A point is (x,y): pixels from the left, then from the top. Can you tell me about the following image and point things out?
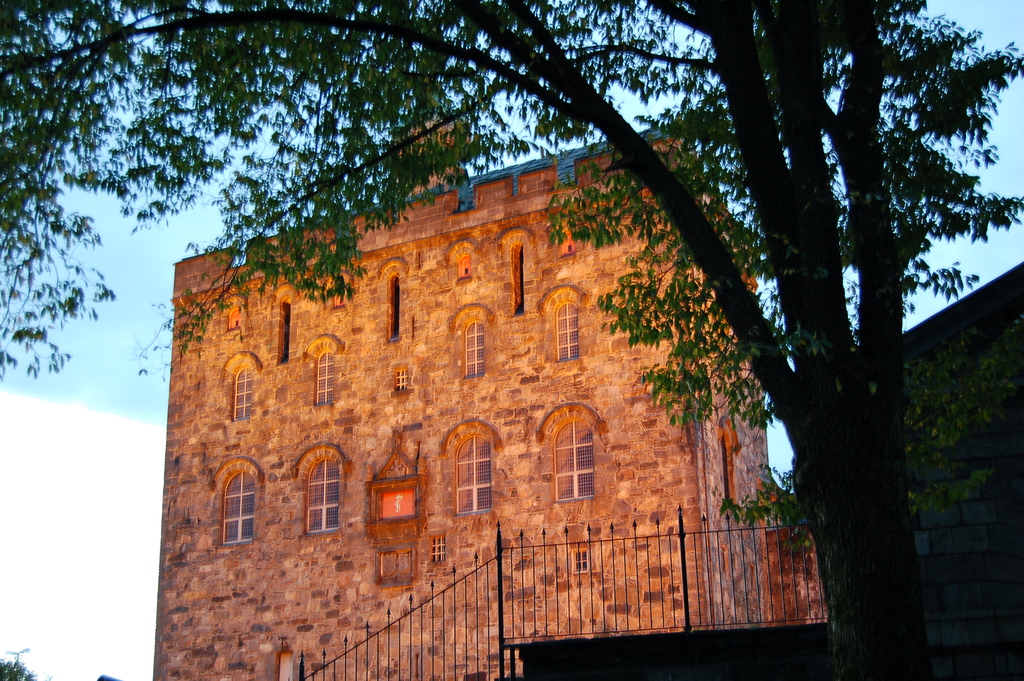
This picture shows a building (273,303) and couple of trees (862,675) and a house (1019,300) on the side and we see a metal fence (759,599) and a cloudy Sky (119,442) and we see a pole light (18,666).
